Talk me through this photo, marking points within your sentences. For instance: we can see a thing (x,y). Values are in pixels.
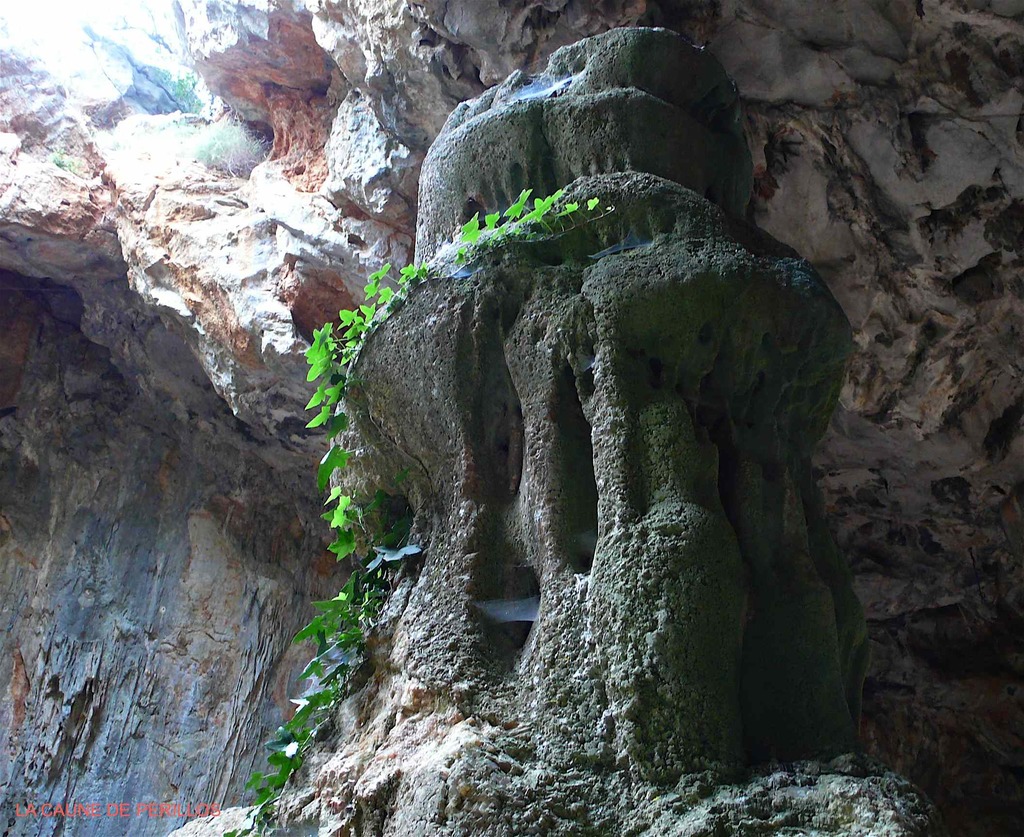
In the center of this picture (395,306) we can see the green leaves (317,700) and the rocks (583,400). In the bottom left corner (63,812) we can see the text (89,808) on the image.
